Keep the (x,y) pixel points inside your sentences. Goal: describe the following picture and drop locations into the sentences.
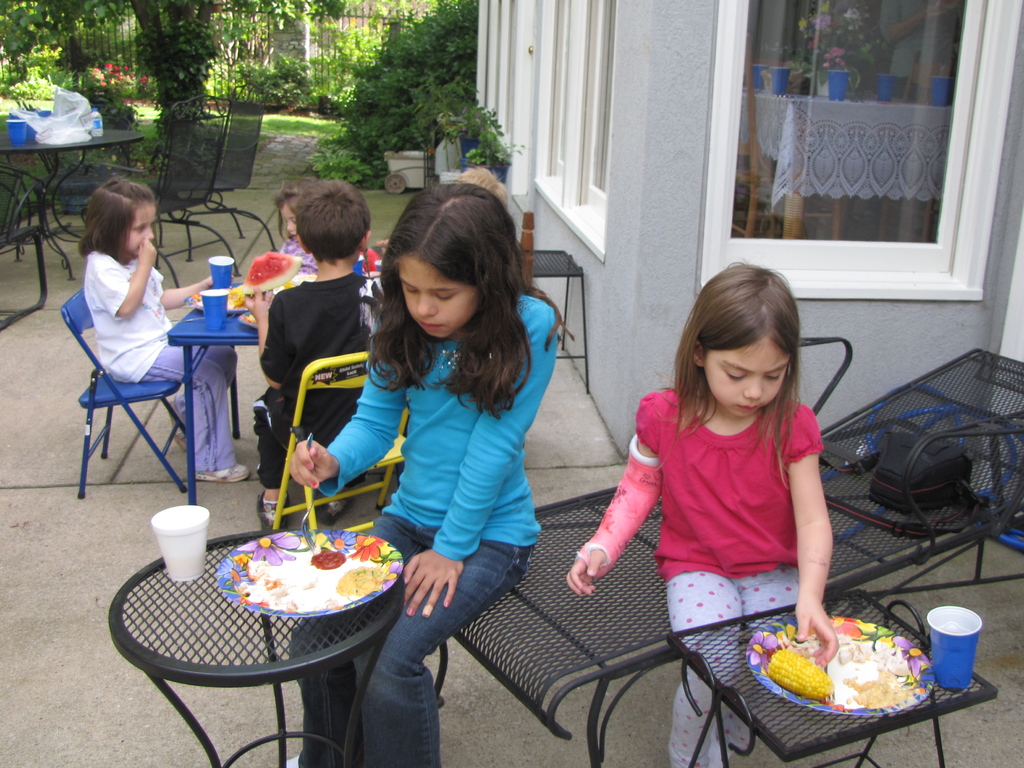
Four children (283,240) are sitting in chairs (318,368) at a table (212,332) with some eatables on it. Two children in the front (340,580) are sitting with separate stools (182,593) and plates (332,595) on them. There is a dining table (36,150) in the background (108,132). There are house (535,70), some plants (381,58) and trees (178,49) in the background (675,93).
